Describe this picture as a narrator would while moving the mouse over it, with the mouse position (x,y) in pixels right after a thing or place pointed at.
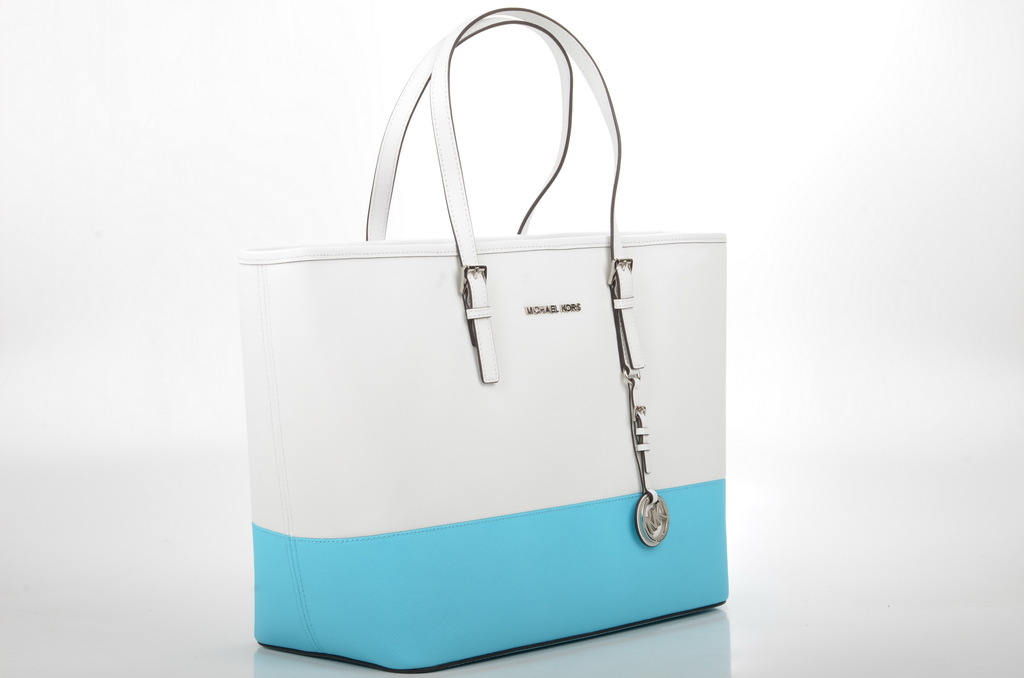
This is a handbag (511,328) which is of white and blue color.
